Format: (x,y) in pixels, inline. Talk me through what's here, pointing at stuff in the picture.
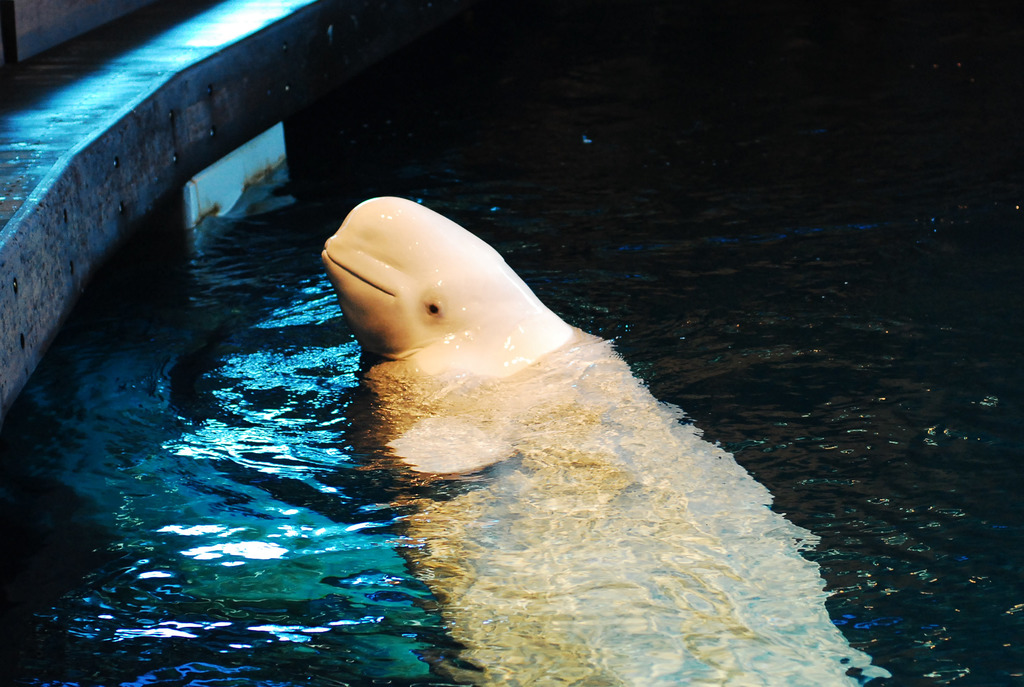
In this image I can see the water (341,501), an aquatic animal (407,327) which is brown and cream in color in the water (327,502). I can see the ground (115,88), the white colored object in the water (294,156) and the dark background (607,19).
